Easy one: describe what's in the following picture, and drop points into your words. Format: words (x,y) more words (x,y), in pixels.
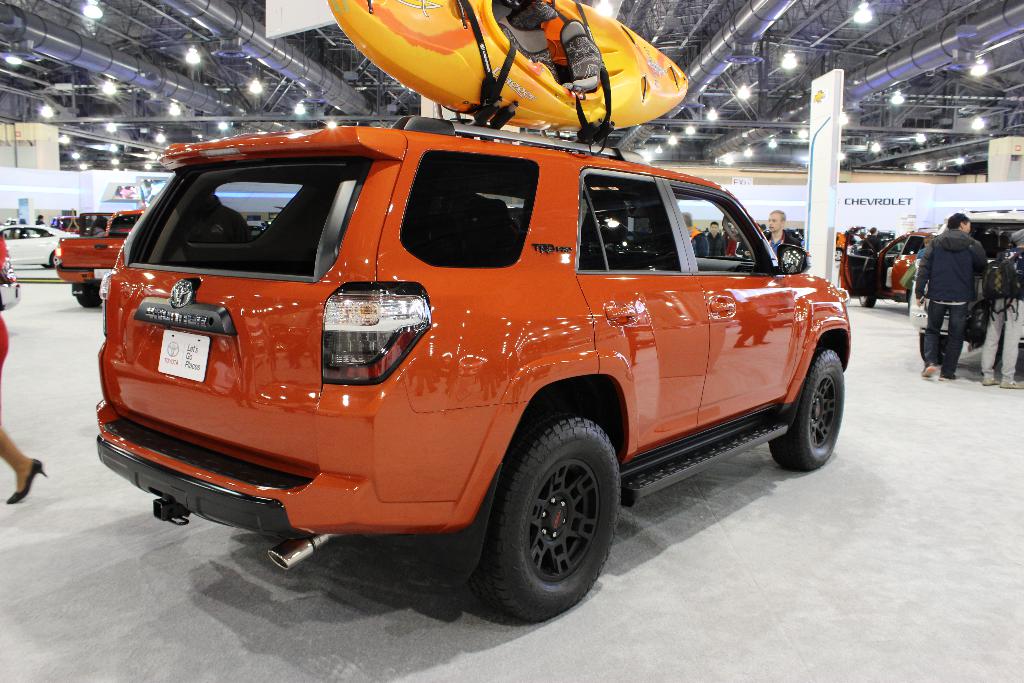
There are vehicles (416,443) on the platform (757,517). Here we can see few persons (971,281), lights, and boards (811,177).
